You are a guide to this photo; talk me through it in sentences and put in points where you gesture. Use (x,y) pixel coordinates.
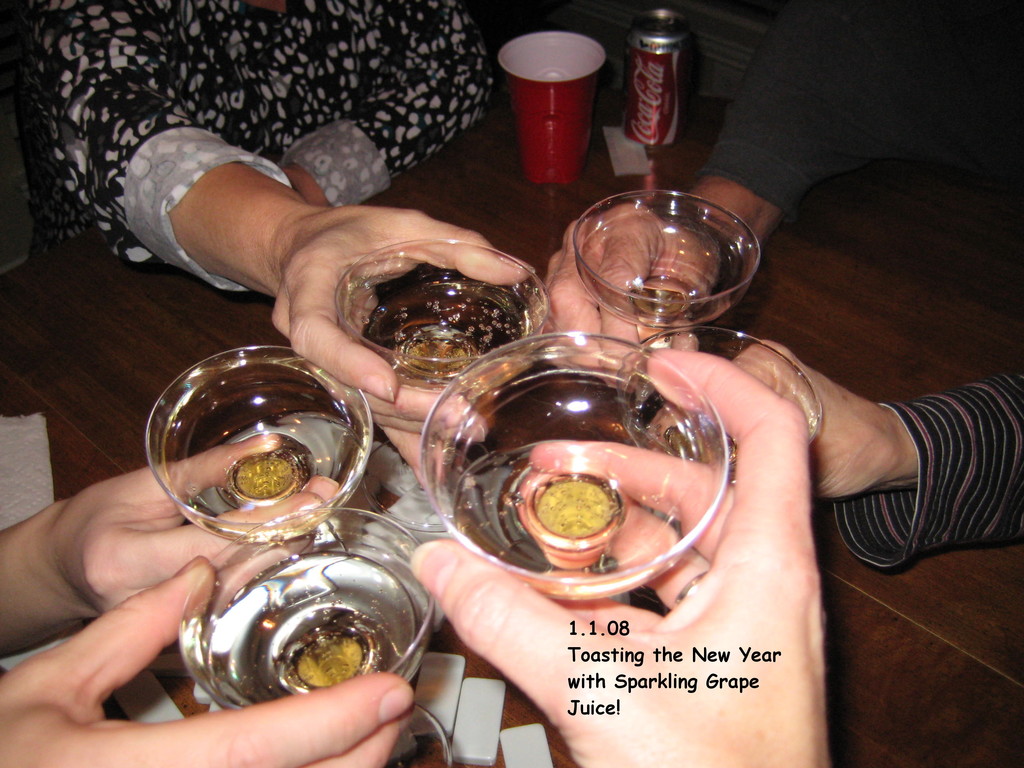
This image consists of so many glasses (548,466). People (184,740) are holding those glasses (582,555). There is a tin (662,44) at the top (662,44).
